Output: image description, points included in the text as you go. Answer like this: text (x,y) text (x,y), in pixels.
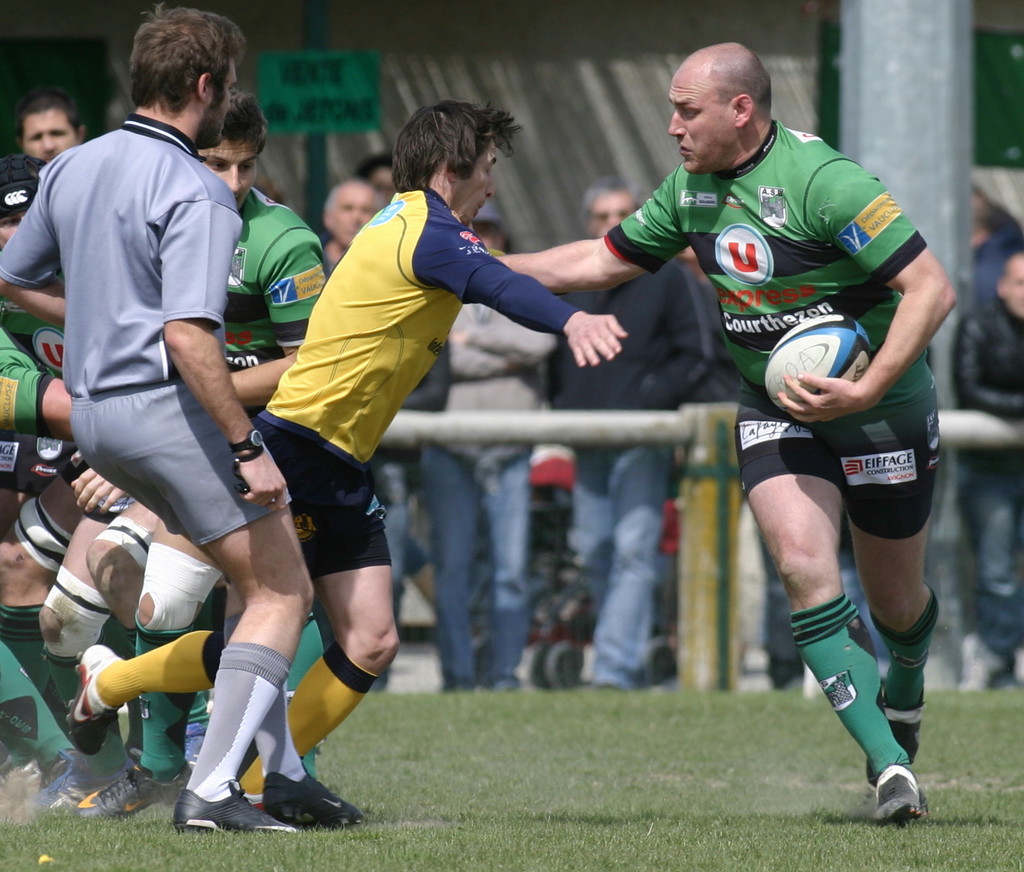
In this picture we can see a group of people (181,458) running for ball (796,344) hold by this person (764,505) on ground (542,741) and in background (471,542) we can see some more people (522,362) standing at fence (493,441) and looking at them, wall (390,36) with poster (356,108), pillar (843,86).
